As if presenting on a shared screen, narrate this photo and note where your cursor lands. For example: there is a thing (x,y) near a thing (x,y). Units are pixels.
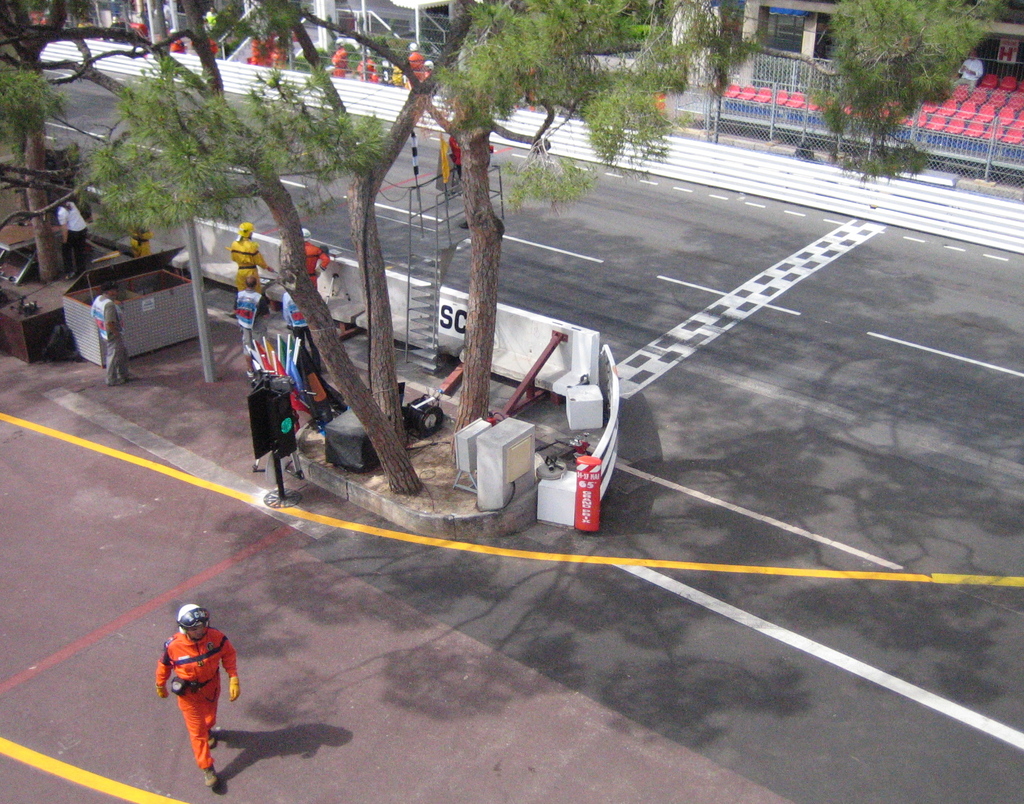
In the foreground of this image (426,597), there is a man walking on the road (647,603). In the background (374,274), there are persons (121,348) standing, trees (373,248), pole (204,311), a ladder (425,293), the road (702,255), railing (685,156), fencing (998,159), chairs (974,114), buildings (807,30) and few persons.
